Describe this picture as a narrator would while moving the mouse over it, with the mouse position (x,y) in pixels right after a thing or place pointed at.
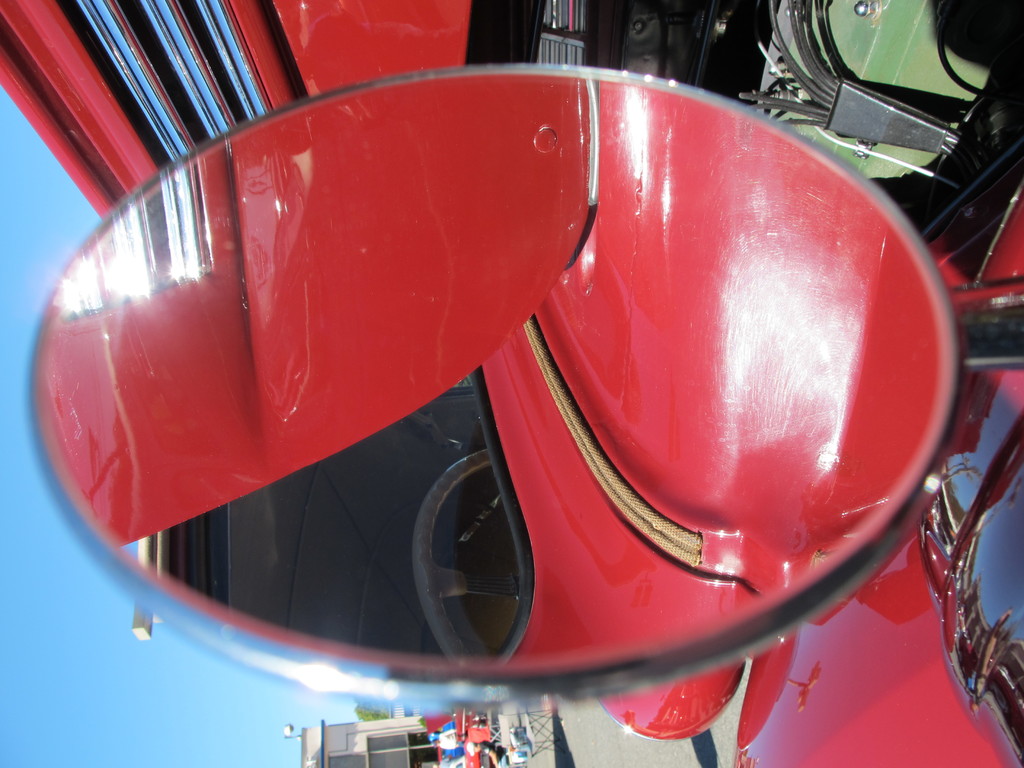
There is a mirror (481,409) in which we can see a steering (431,514) of a red car (632,463). There is a red car (693,431) at the back (847,650). There are buildings (397,749) and trees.
